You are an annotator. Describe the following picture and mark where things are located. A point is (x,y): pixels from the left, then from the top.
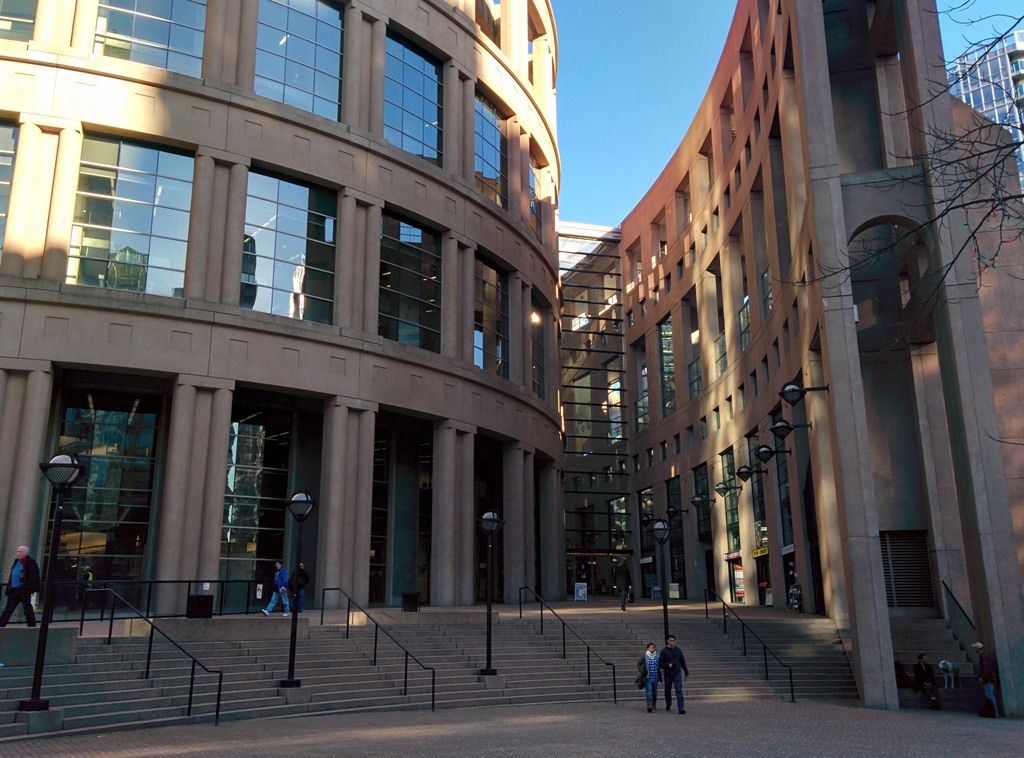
This picture is clicked outside. In the center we can see the group of persons (681,704) walking on the ground (655,710). On the right corner (992,677) we can see the two persons (923,689) and an animal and we can see the staircase (315,664), handrails (547,606), lights (73,464), poles (486,569) and the buildings (365,220) and we can see the windows (305,192) of the buildings (690,217). On the right corner (1011,146) we can see the branches (989,173) and stems (996,188) of a tree (1015,198). In the background (672,49) we can see the sky (646,51).
